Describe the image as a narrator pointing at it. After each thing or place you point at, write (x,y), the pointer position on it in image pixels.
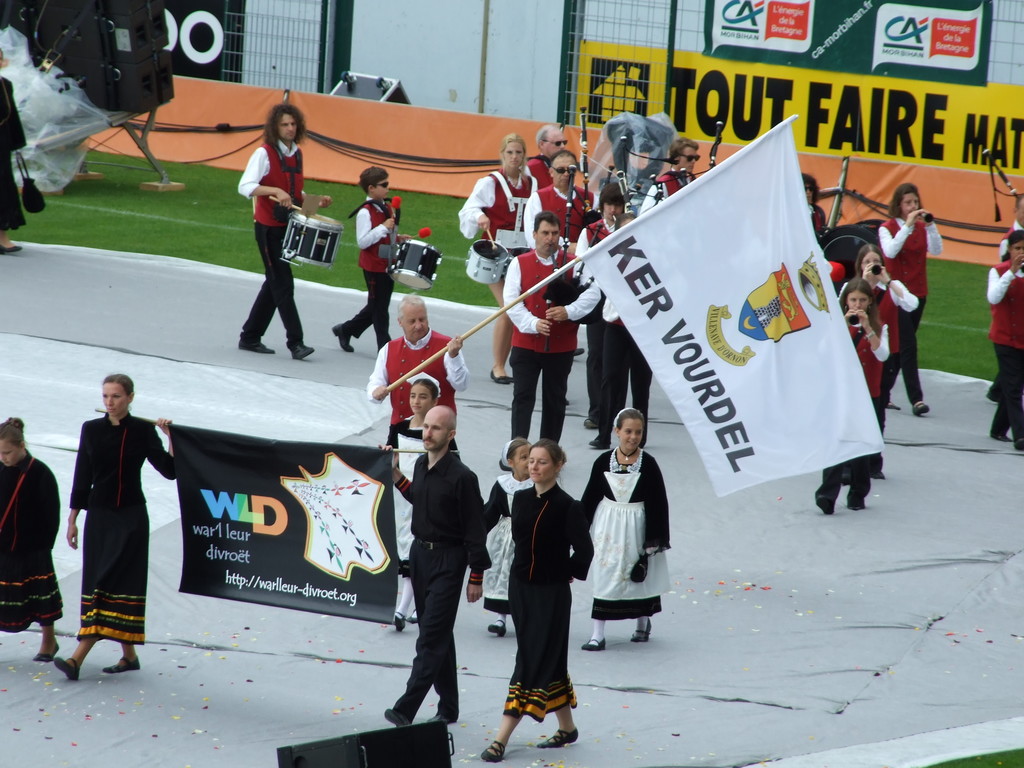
In the picture there are a group of people (531,454) walking in the foreground (390,486) by holding a flag (727,195) and a banner (377,450) behind them there are few people (1009,326) playing musical instruments (321,241), in the background (1018,31) there is a mesh (574,27) and behind the mesh (615,57) there are two other banners (808,56).
